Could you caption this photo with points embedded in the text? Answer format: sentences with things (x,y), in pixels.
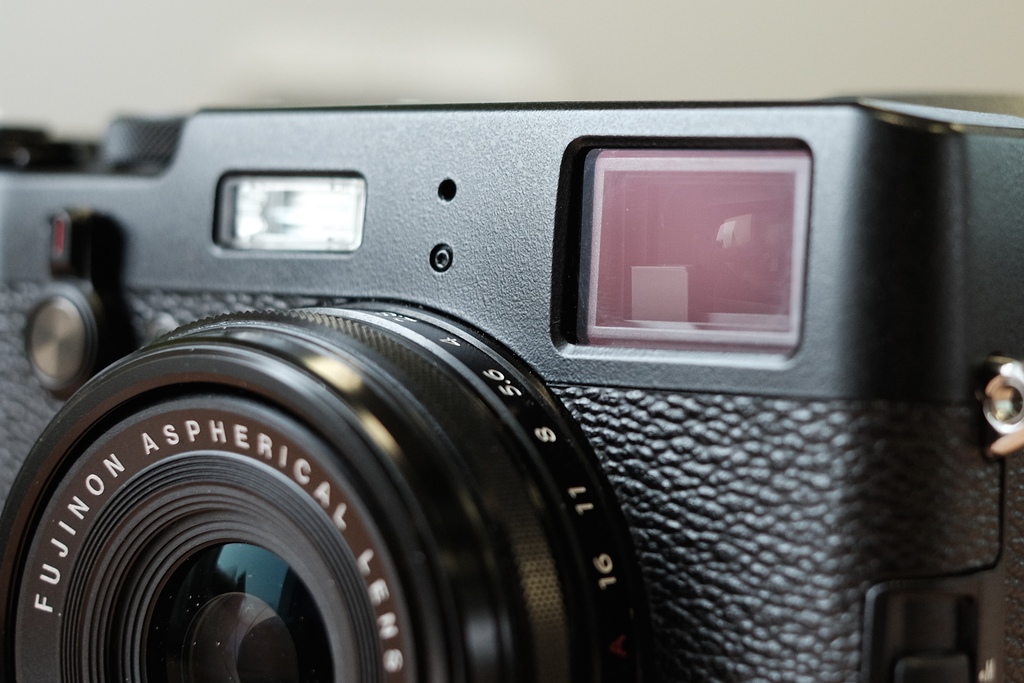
In this image, we can see a camera (194,498). In the background (406,82), we can see white color.
